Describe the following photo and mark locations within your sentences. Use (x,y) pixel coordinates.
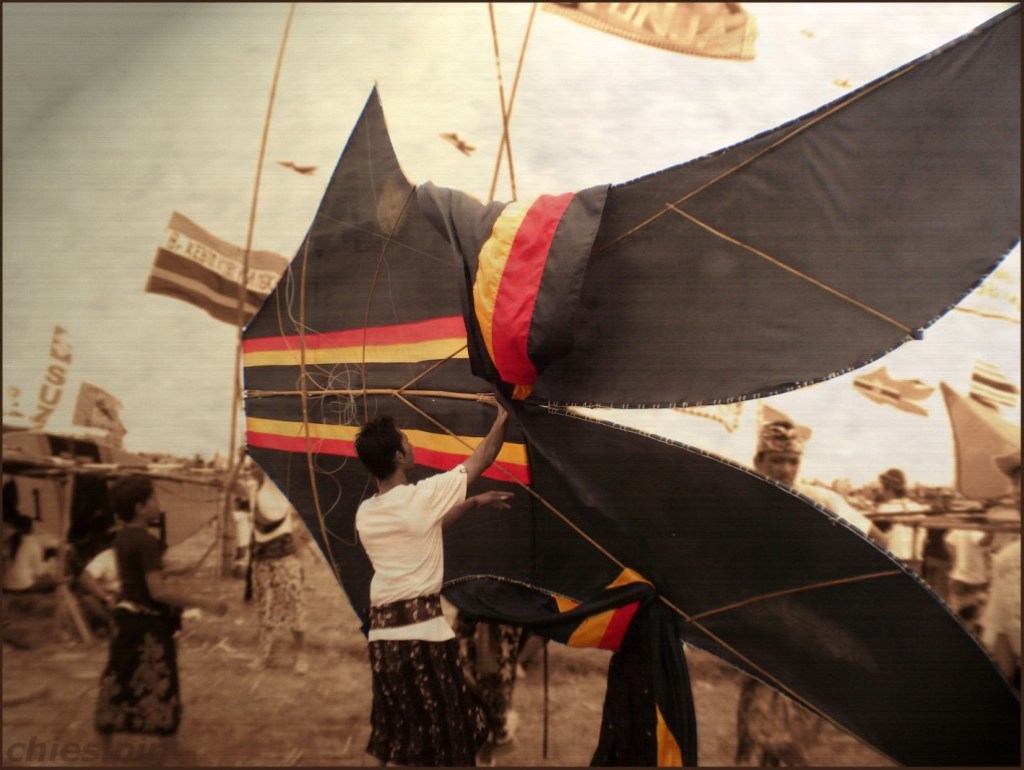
In this image there is the sky (333,95) towards the top of the image (87,129), there are group of person (283,594) standing, they are holding an object (601,284), there is a pole (264,153), there are flags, there is text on the flags (678,21), there is a woman (36,557) sitting towards the left of the image (36,571), there is a wall (38,484) towards the left of the image (166,497), there are objects (95,439) towards the left of the image (62,457), there is ground (300,716) towards the bottom of the image (221,699), there are objects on the ground (200,703).
